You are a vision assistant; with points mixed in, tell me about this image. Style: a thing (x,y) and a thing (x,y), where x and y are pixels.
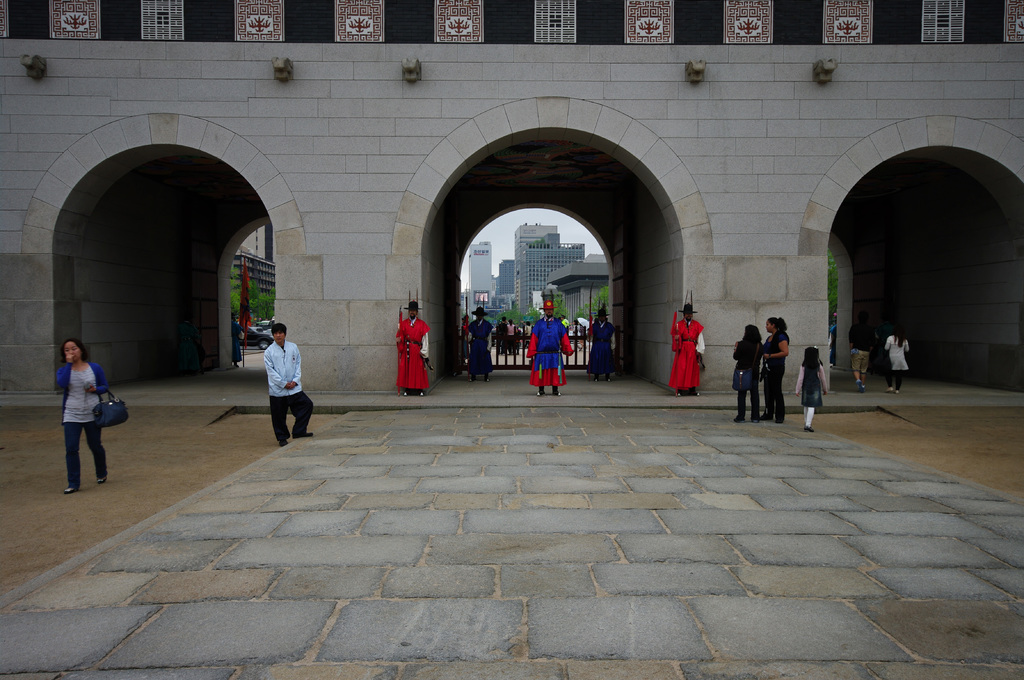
In this picture I can see the path (507,423) in front (436,418), on which there are few people (302,407) who are standing and in the center of this image (352,266) I can see a building (634,114). In the background (261,258) I can see the buildings (475,246), few trees (253,286) and few more people (509,327).
